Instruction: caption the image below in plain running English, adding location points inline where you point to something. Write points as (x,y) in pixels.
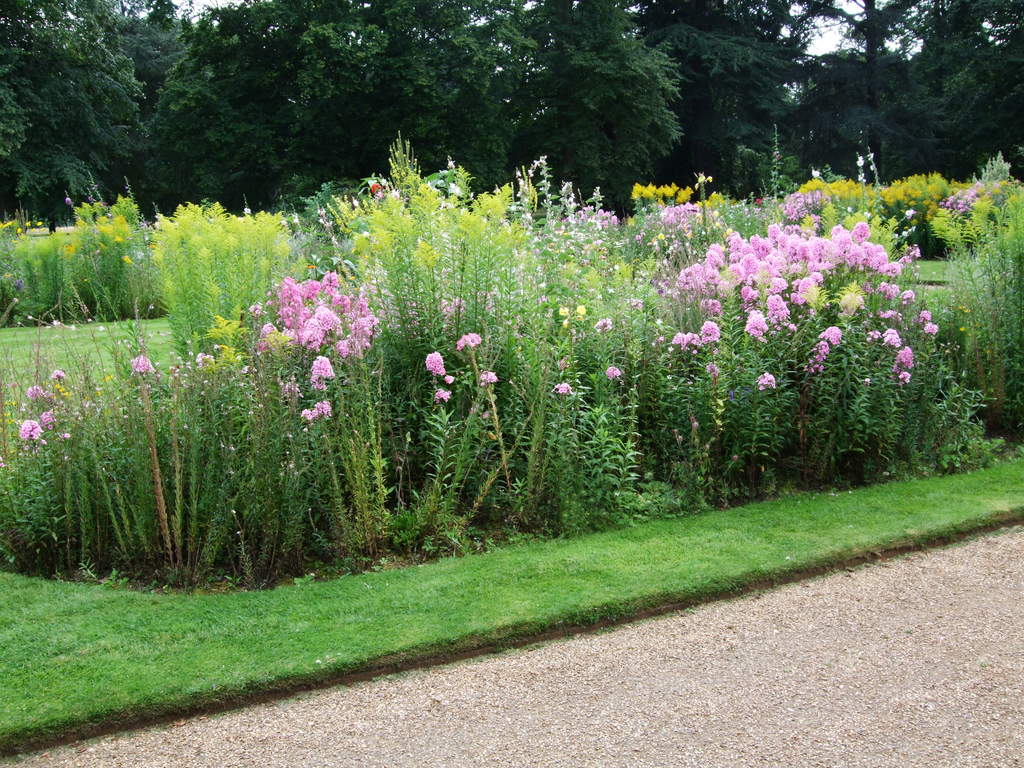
In this image there is a land (715,759), in the background (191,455) there is grassland (565,615), flower plants (266,361) and trees (384,121).
